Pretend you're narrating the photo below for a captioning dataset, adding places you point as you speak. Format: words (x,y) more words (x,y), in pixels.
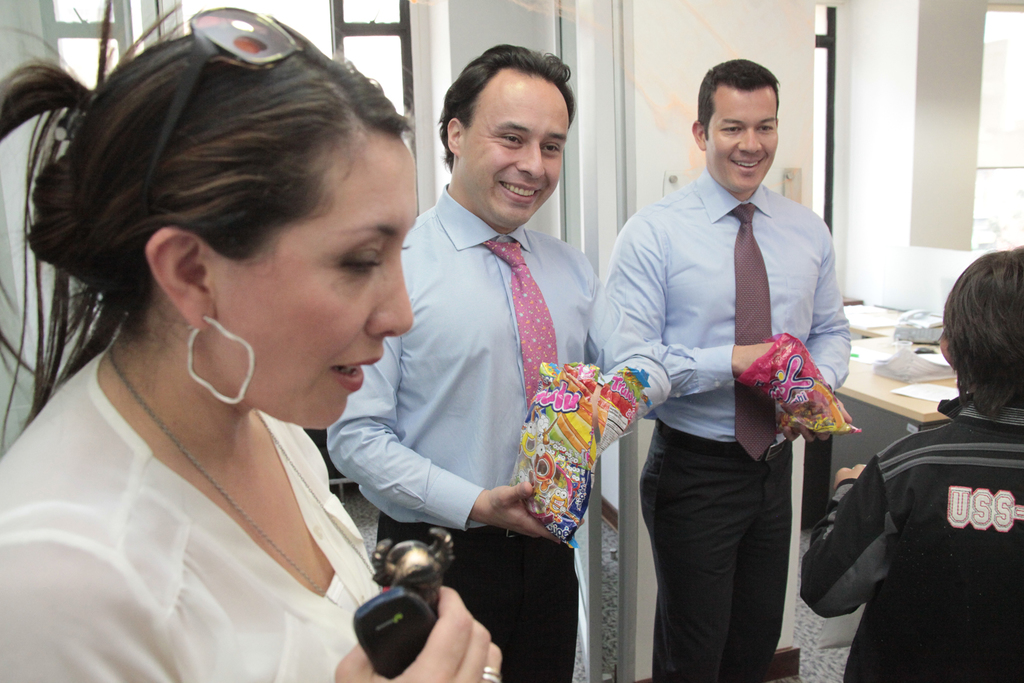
In this picture there are two persons (539,378) wearing blue shirts (482,415) are standing and holding a cover (592,469) in their hands (523,486) which has few objects (809,418) in it and there is a woman (308,524) standing beside them and holding two objects (415,630) in her hand (443,623) and there is a kid (952,571) standing in the right corner (961,555) and there is a table (890,387) which has few objects (902,356) placed on it in the background (893,359).
